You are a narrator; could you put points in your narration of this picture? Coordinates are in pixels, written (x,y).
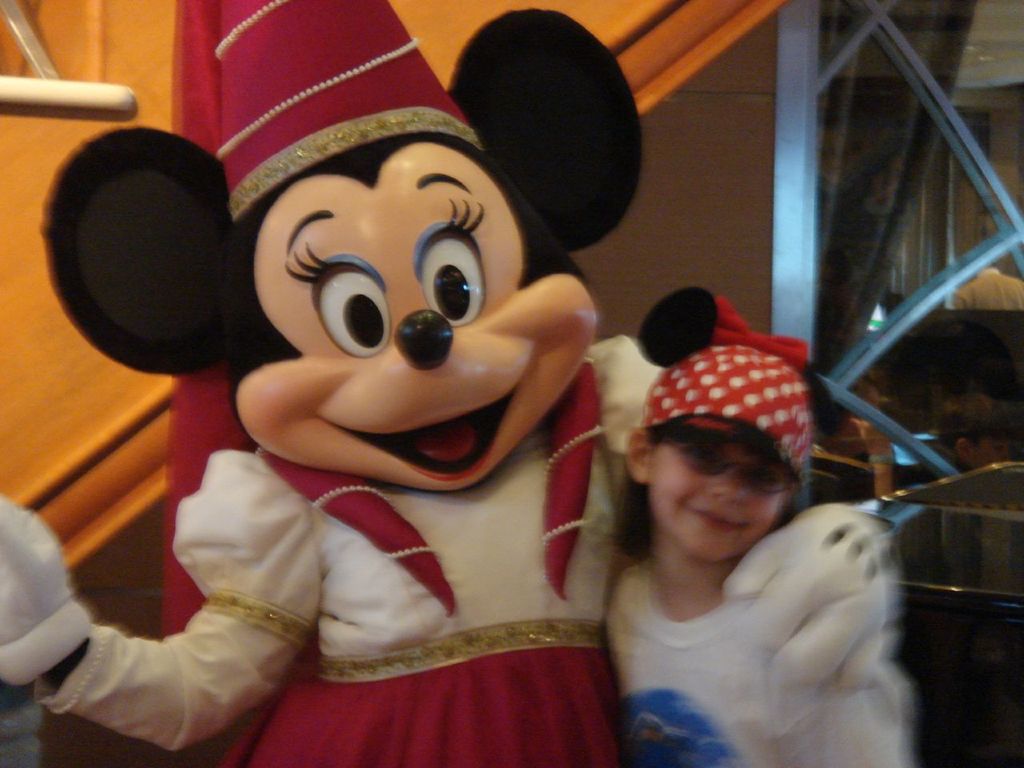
In this image, we can see a kid (736,392) and minnie mouse (445,418). In the background of the image (734,68), there is a wall (724,177).
